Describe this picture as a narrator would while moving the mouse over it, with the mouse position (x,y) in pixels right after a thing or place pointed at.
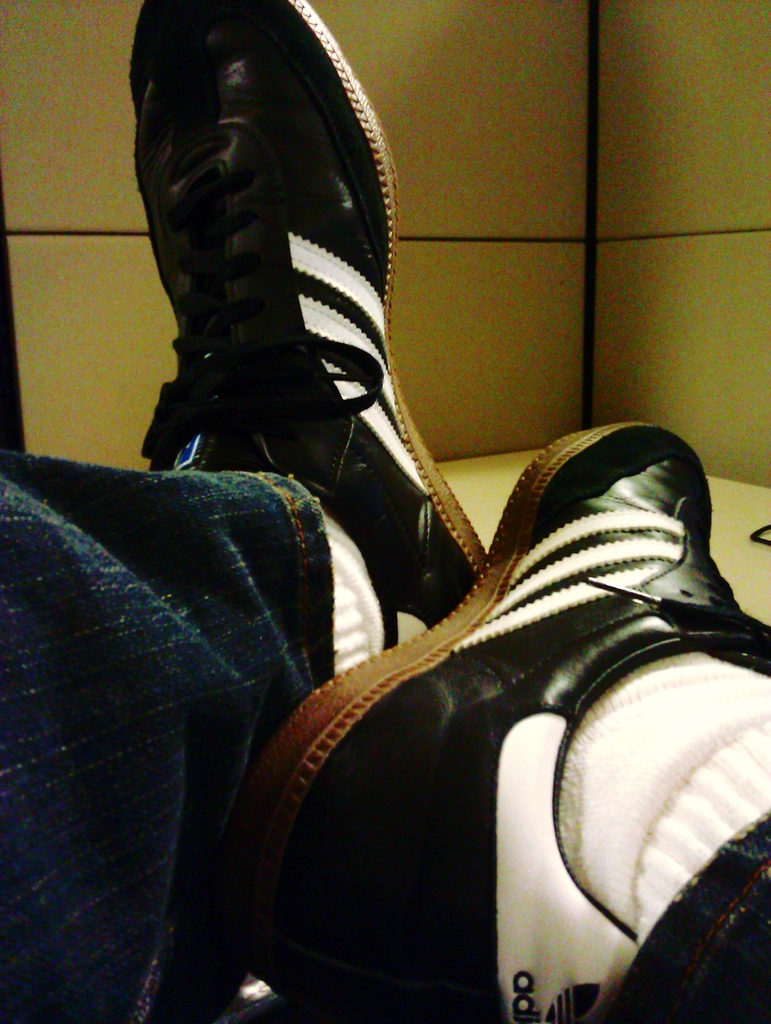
In the foreground of this image (381,827), there are two legs (606,852) of a person (553,651) wearing black shoes (431,516) are resting on a table (738,563). In the background (715,112), there is the wall (549,79).
